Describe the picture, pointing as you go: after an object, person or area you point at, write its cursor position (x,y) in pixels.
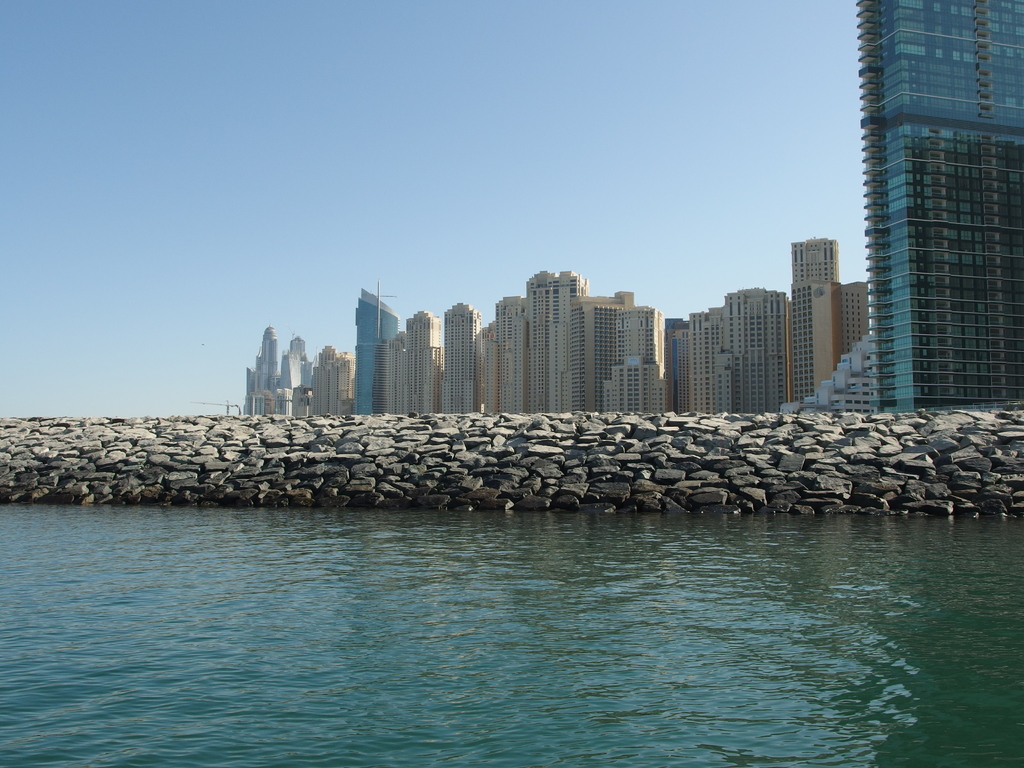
In the image I can see a lake (223,605), rock wall (602,440) and some buildings (883,269) to the other side of the rock wall (392,463).
